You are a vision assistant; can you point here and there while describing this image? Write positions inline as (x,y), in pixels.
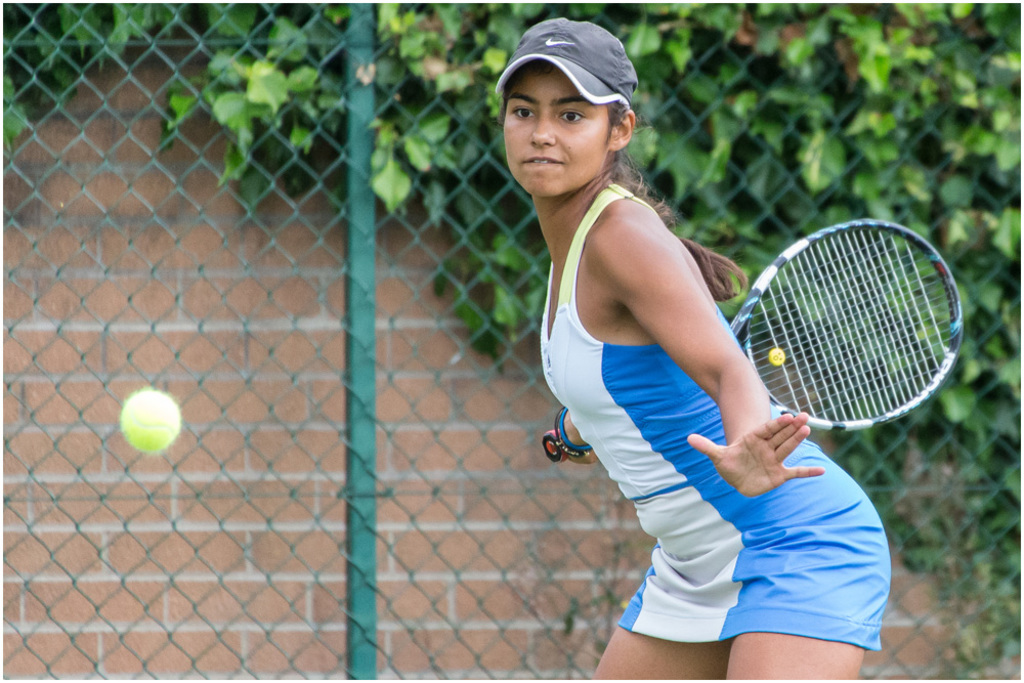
In this image we can see a lady (638,260) holding a tennis racket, there is a ball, fencing (533,240), also we can see the plants (674,155).
